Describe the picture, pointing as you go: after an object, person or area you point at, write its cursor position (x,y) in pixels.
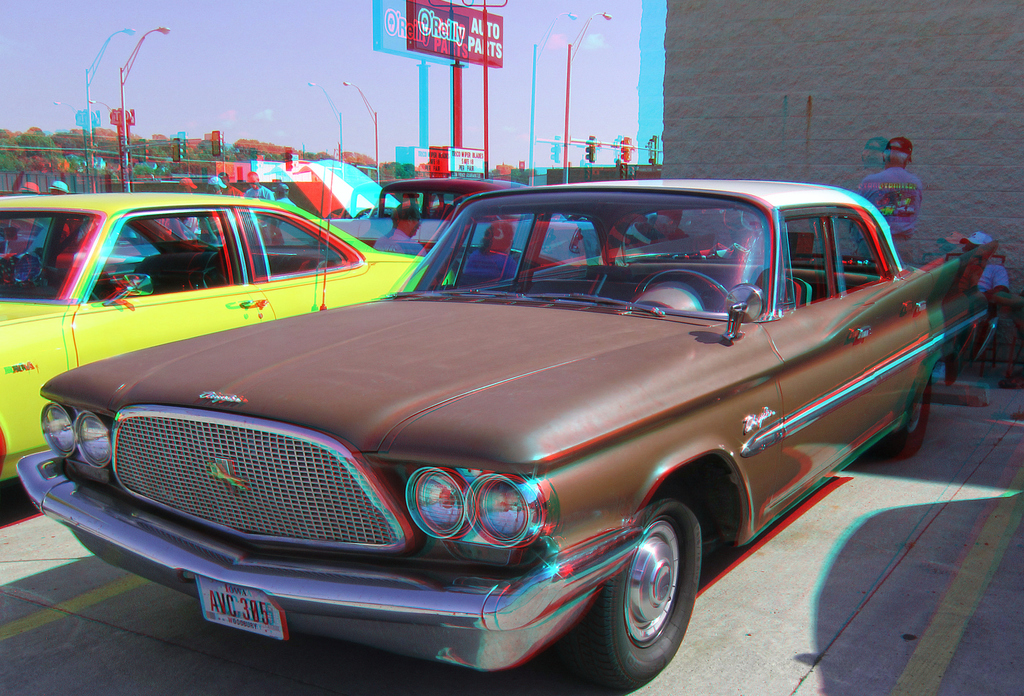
Here we can see a car (415,533) is parked on the road (817,539). Background we can see few vehicles (13,274), people (1013,347). Few people (967,248) are sitting and standing. Here there is a wall (797,121), sky (573,147), trees (492,171), poles (454,125) and banners (425,38).
